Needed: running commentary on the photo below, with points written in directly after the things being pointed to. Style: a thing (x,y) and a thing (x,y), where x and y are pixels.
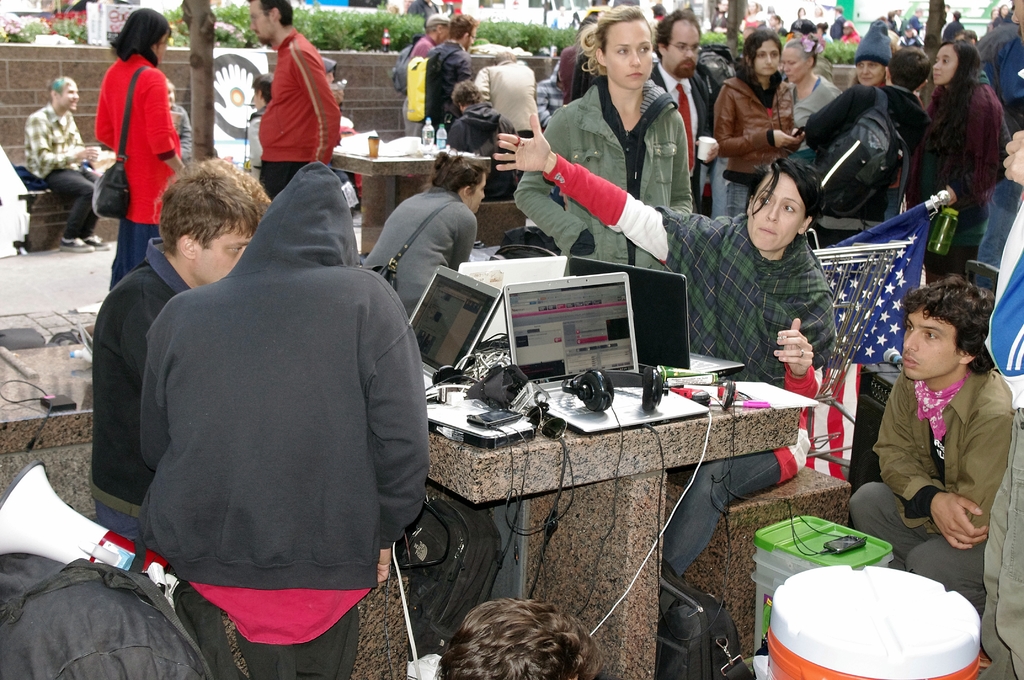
This is the picture of group of people (359,309) standing at the left side (111,494) and group of people (660,83) standing at the right side (936,563) and in the middle (590,439) we have a table (758,428) in which there are laptop (519,357), headsets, phone (508,412), cables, pen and a paper (746,390) and a trolley (871,287) and a american flag (889,234) and at the back ground (392,48) we have plants (399,23), trees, car (463,5), wall (396,52), a banner (246,97).
